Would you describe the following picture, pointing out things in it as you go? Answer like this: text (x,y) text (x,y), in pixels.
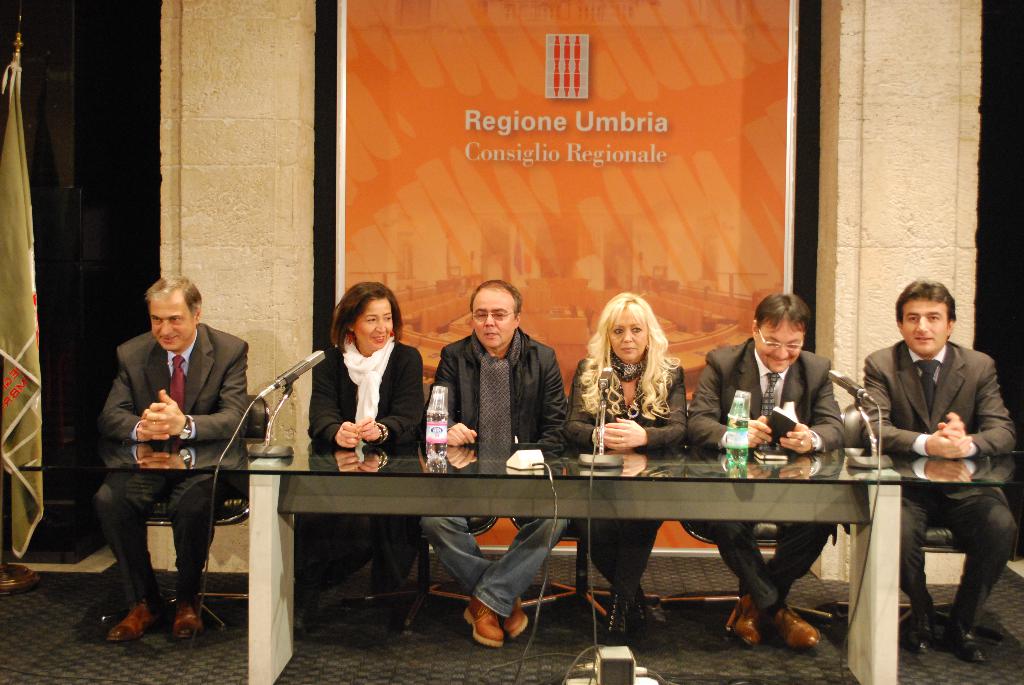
Here we can see group of people (331,383) sitting on chairs (862,427) in front of a table (497,463) having microphones (855,464) on it, there are bottles (427,436) with glass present on the table (796,473) and at the left side (17,315) we can see a flag post (11,196) and behind them there is a wall (358,43) with something written on it
